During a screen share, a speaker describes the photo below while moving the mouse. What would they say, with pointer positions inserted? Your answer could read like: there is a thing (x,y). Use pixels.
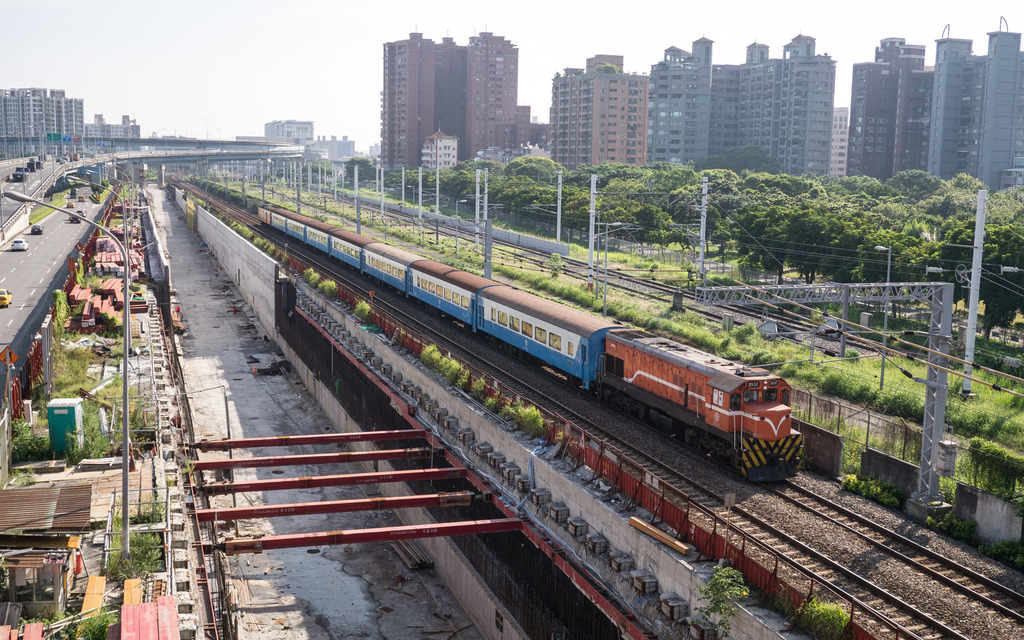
In this image we can see a train (710,413) on a railway track (795,495). Also there are stones (711,483). And there are railings (488,386). Also there are another railway tracks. Near to that there are electric poles (941,328) with wires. And there are plants (921,406). On the left side (30,305) there are roads (19,267). On the roads (36,265) there are vehicles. Also there are light poles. On the right side (736,197) there are many trees (775,212). In the background (613,72) there are buildings (598,139) and sky (250,34).
